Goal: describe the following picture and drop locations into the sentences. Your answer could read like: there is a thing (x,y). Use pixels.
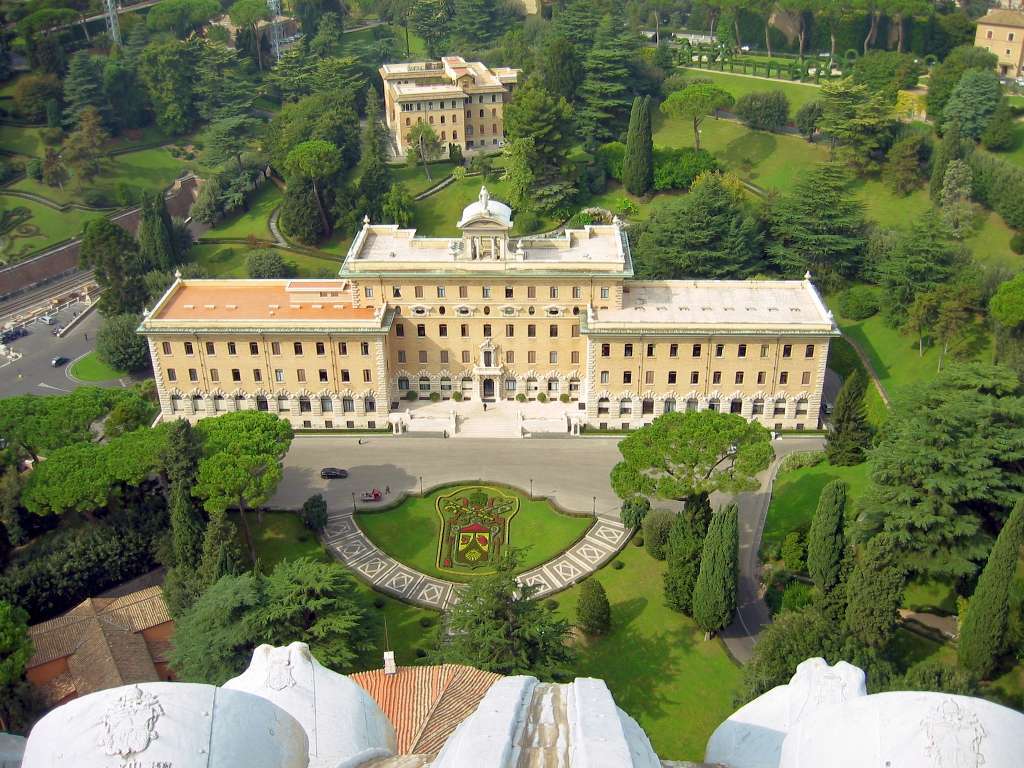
This is an aerial view of an image where we can see buildings (83,659), lawn (567,609), vehicles (49,324) moving on the road (454,454) and we can see trees (575,73).
